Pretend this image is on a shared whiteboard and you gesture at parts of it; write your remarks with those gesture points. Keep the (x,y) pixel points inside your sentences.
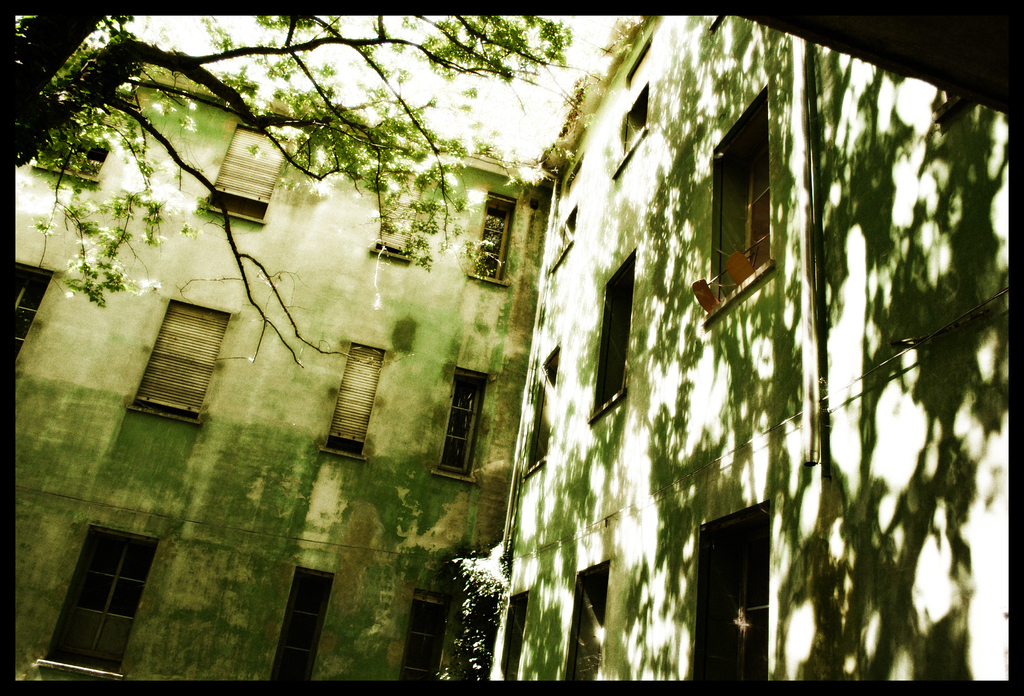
On the left side (110,84), there is a tree (333,42) having green color leaves (403,158). On the right side (992,472), there is a building (692,80) having windows (520,639). In the background (292,474), there is another building (77,177) having windows (413,623) and there is sky (459,39).
